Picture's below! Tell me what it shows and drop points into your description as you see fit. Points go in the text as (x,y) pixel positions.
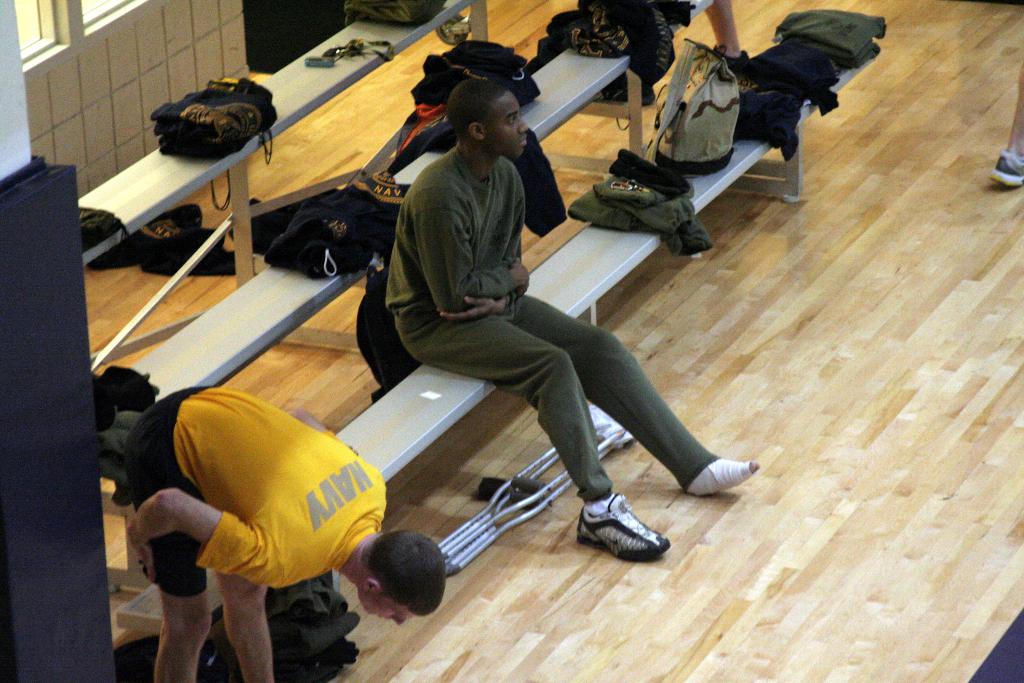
This is an inside view. On the left side (285,104) there are few benches (307,314) on which I can see many bags (353,189) and one person (490,351) is sitting on the bench (482,392) facing towards the right side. Another person (141,533) is bending. At the bottom (692,599), I can see the floor (900,536). On the right side (1022,149) I can see a person's foot (1014,155). In the top left (41,34) there is a window (61,31) to the wall (125,42).
